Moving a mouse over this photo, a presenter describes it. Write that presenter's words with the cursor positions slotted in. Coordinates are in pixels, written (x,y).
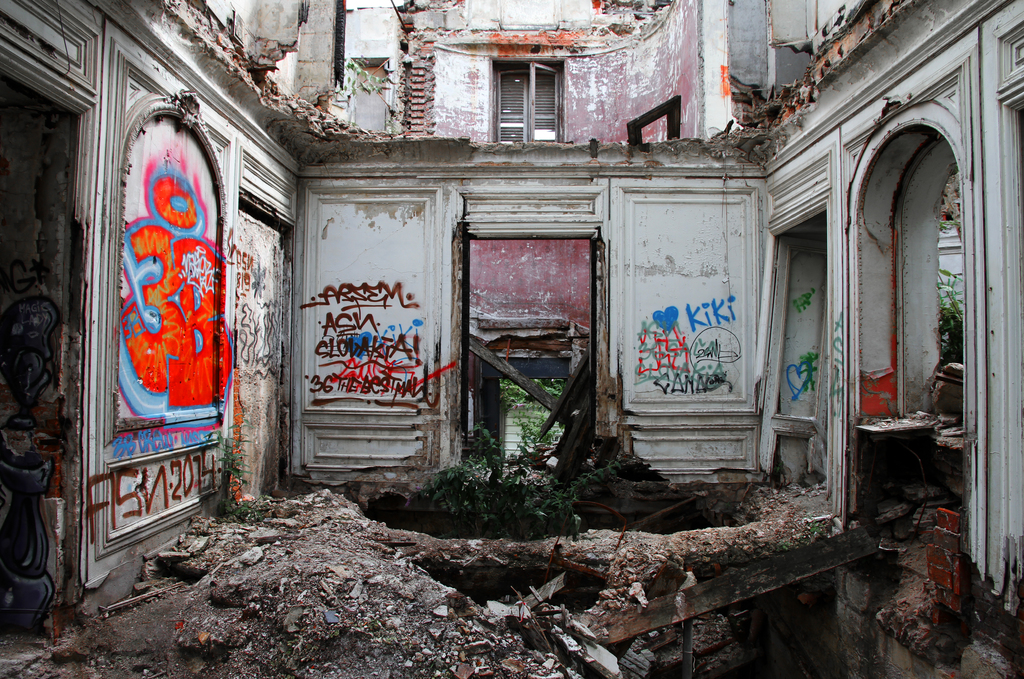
As we can see in the image there are buildings (446,215), window (544,123) and on wall (213,338) there is painting (232,355).
